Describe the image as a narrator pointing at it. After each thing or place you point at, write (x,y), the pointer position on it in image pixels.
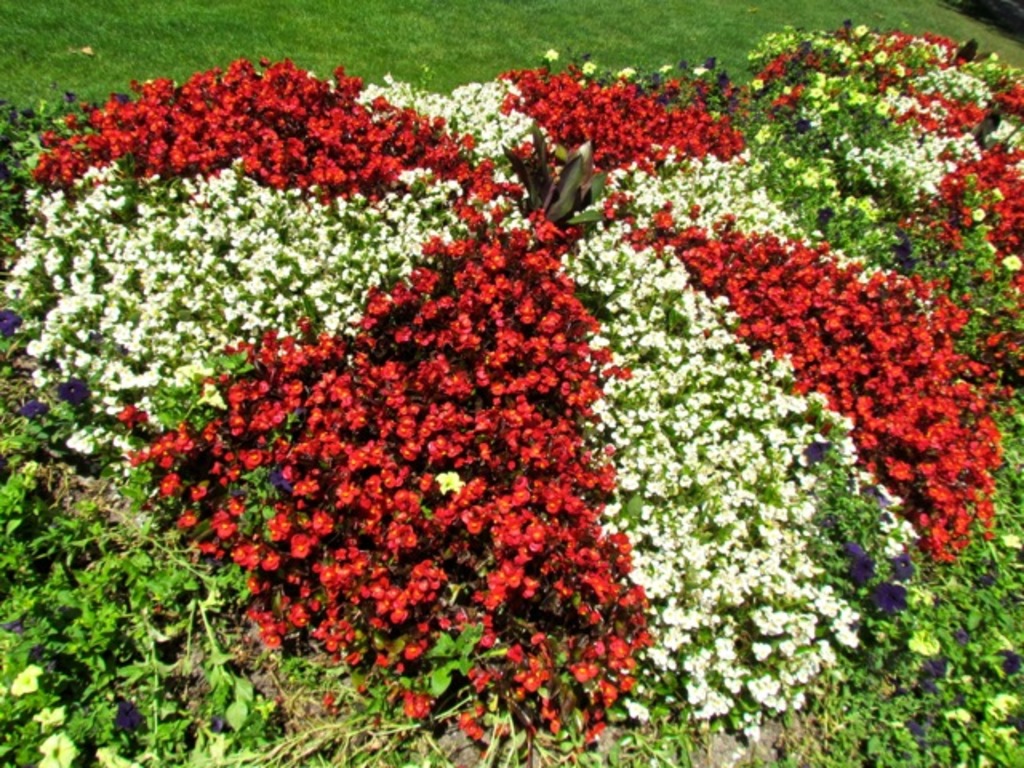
In this picture we can see few flowers (473,278) and plants (683,246), in the background (443,27) we can see grass (453,43).
